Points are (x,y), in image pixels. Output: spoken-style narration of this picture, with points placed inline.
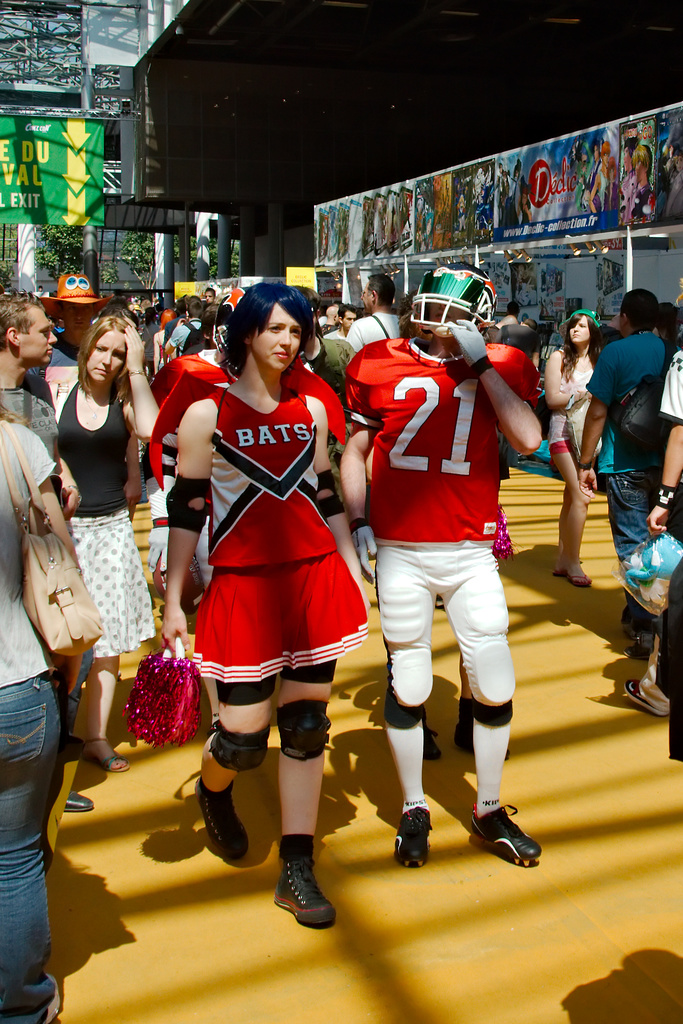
In this picture there people (3,650) on the right (461,483) and left side of the image (209,337) and there are posters (483,223) on the right (562,235) side of the image.
